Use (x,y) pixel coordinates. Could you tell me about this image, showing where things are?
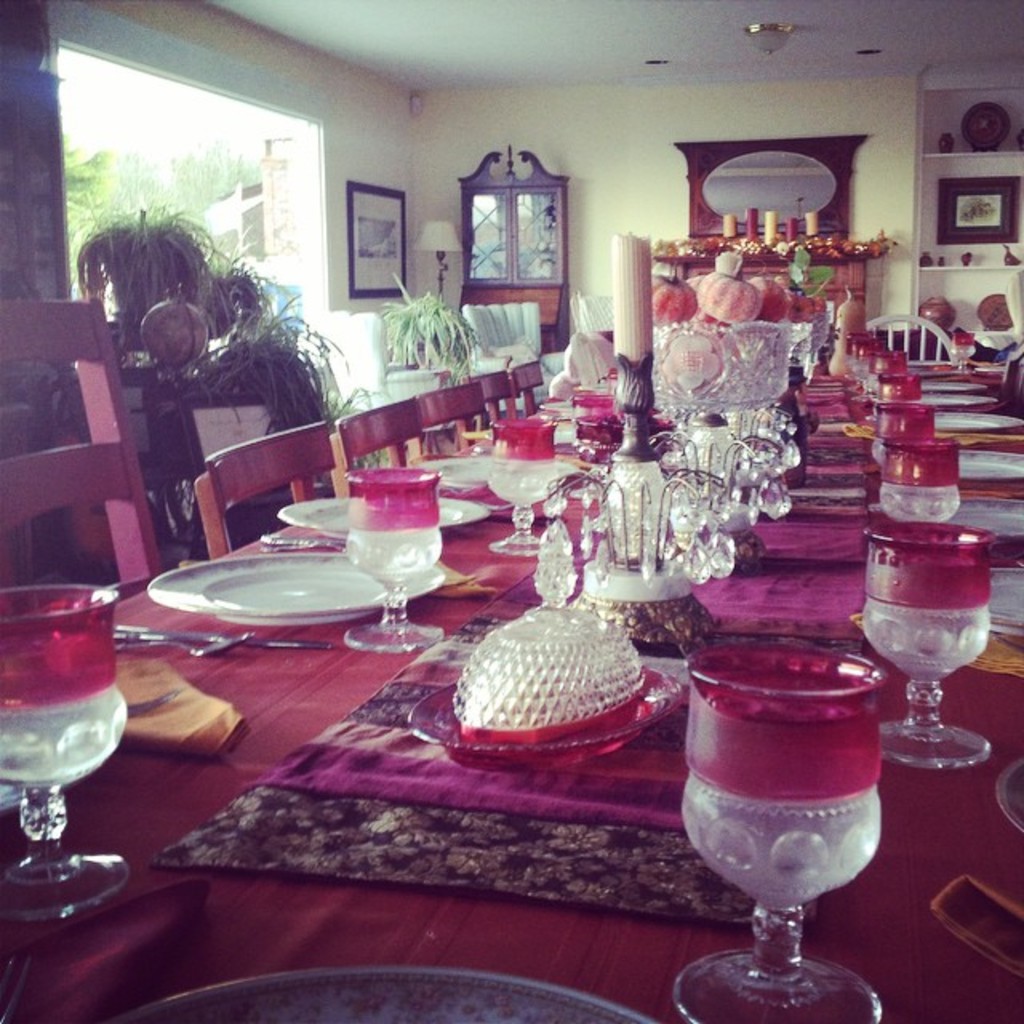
In this image we can see there are plates (328,582), glasses (723,649), candles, food items (731,268) and a few other (703,523) on the dining table (290,632), in front of it there are chairs (481,407) and in the background (512,208) there are plants (424,327), photo frames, cupboards (530,208), a window (151,97) and many other objects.
